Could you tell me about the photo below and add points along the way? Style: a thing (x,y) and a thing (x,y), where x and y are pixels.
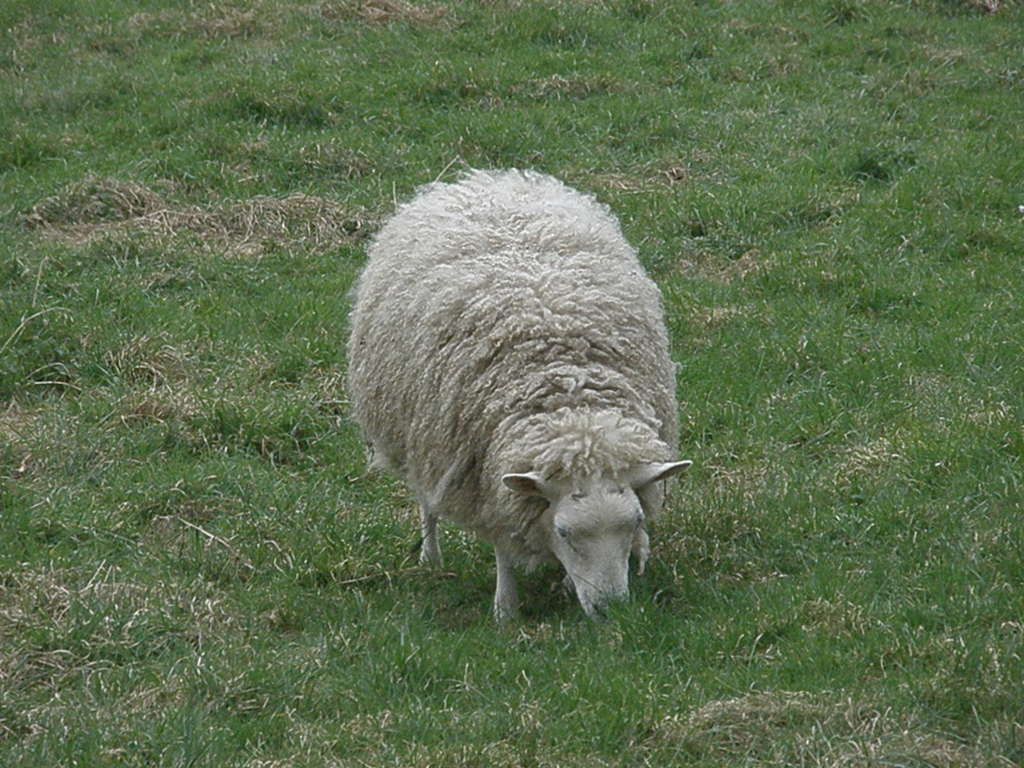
In the image on the ground (289,341) there is grass (572,677). In the middle of the grass (664,573) there is a sheep (626,495) standing and eating the grass (656,586).
